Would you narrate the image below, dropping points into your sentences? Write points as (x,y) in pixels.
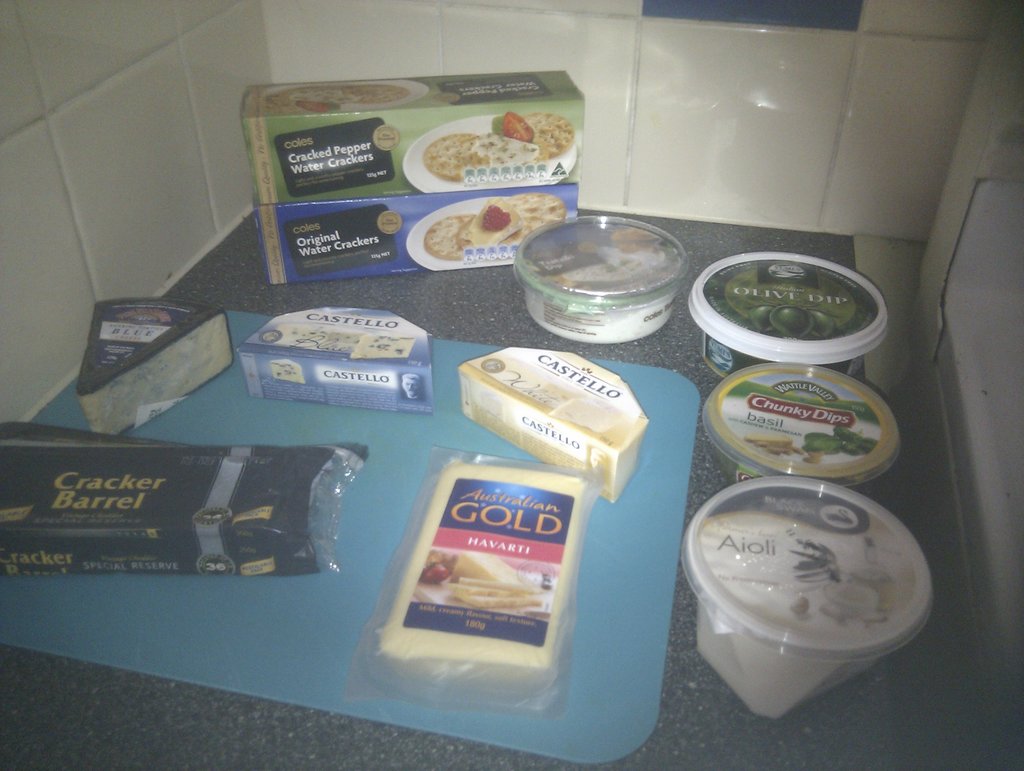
In this image there is a blue plate (313,584) on which there are so many packets (433,504). Beside them there are boxes (742,293) which contains some food (802,465) in it. In the background (328,225) there are two boxes (364,238) kept one above the other.
